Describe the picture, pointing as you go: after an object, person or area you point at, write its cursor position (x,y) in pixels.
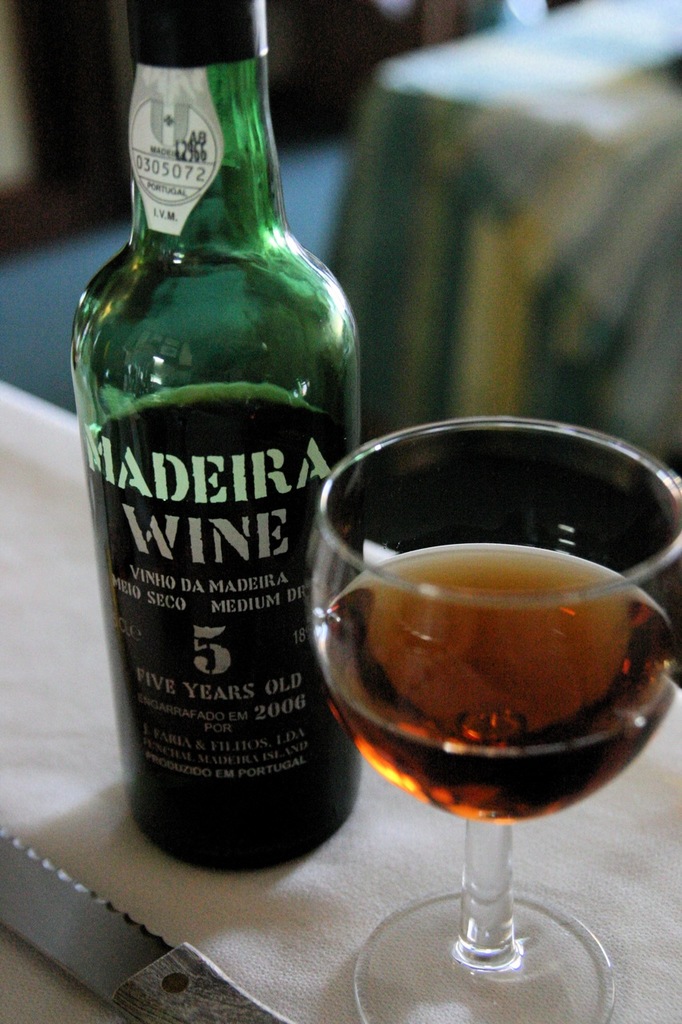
In this image I can see a green color bottle (188,807), knife (181,987) and glass (376,560) on the surface (191,881). Background (535,239) is blurred.
